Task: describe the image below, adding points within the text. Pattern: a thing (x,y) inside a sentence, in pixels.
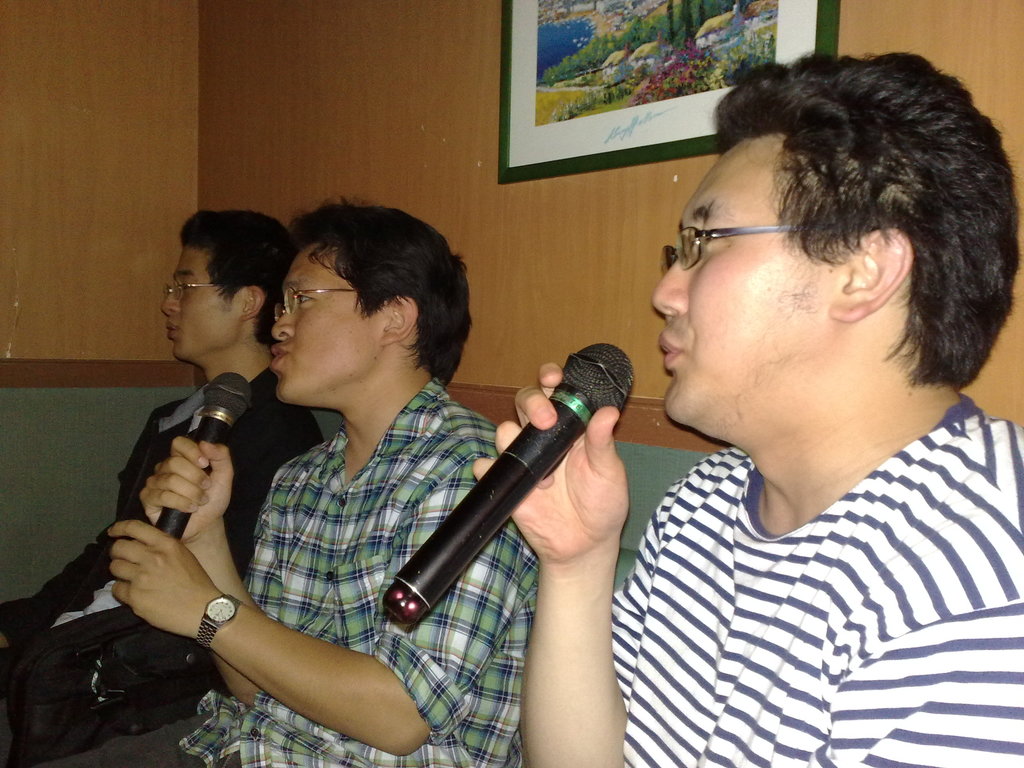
In this image we can see three persons (450,446) are sitting, they are holding microphones (617,398) in the hand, at the back (535,16) there is a wall (554,265) and a photo frame (622,117) on it.
